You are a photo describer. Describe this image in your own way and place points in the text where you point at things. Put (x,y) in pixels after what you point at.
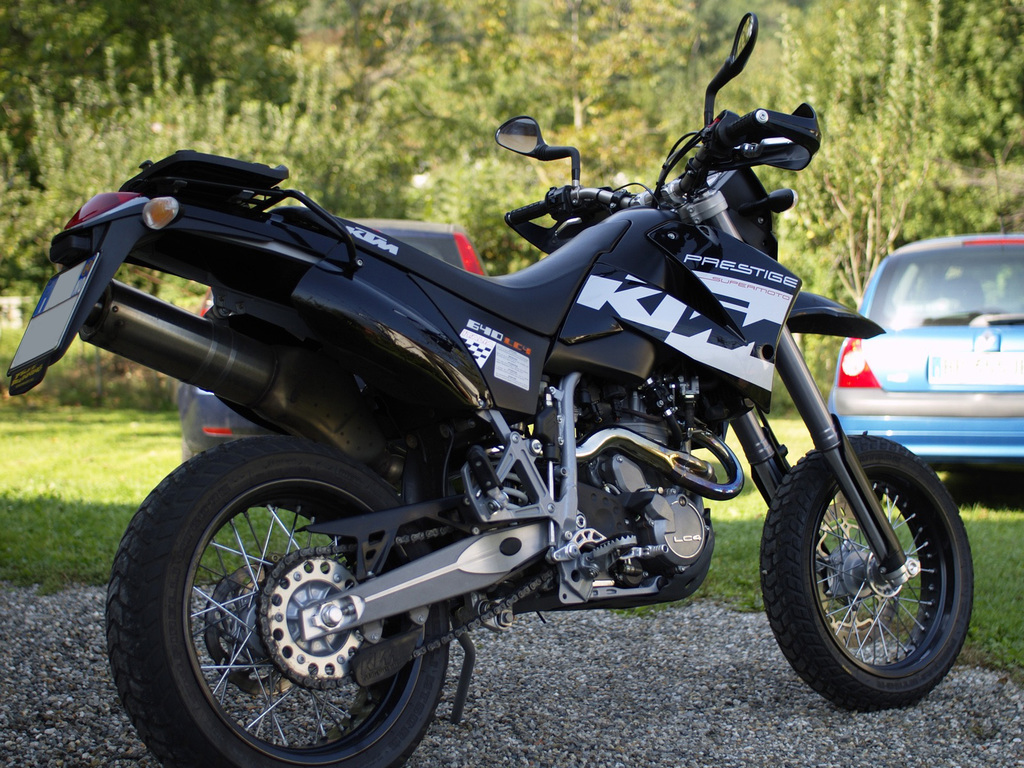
In this picture there is a bike (562,515) which is placed near to the grass (989,644). Behind that there are two cars (863,345) which are parked on the grass (791,446). In the background (659,125) I can see trees (370,85) and plants (61,158).
